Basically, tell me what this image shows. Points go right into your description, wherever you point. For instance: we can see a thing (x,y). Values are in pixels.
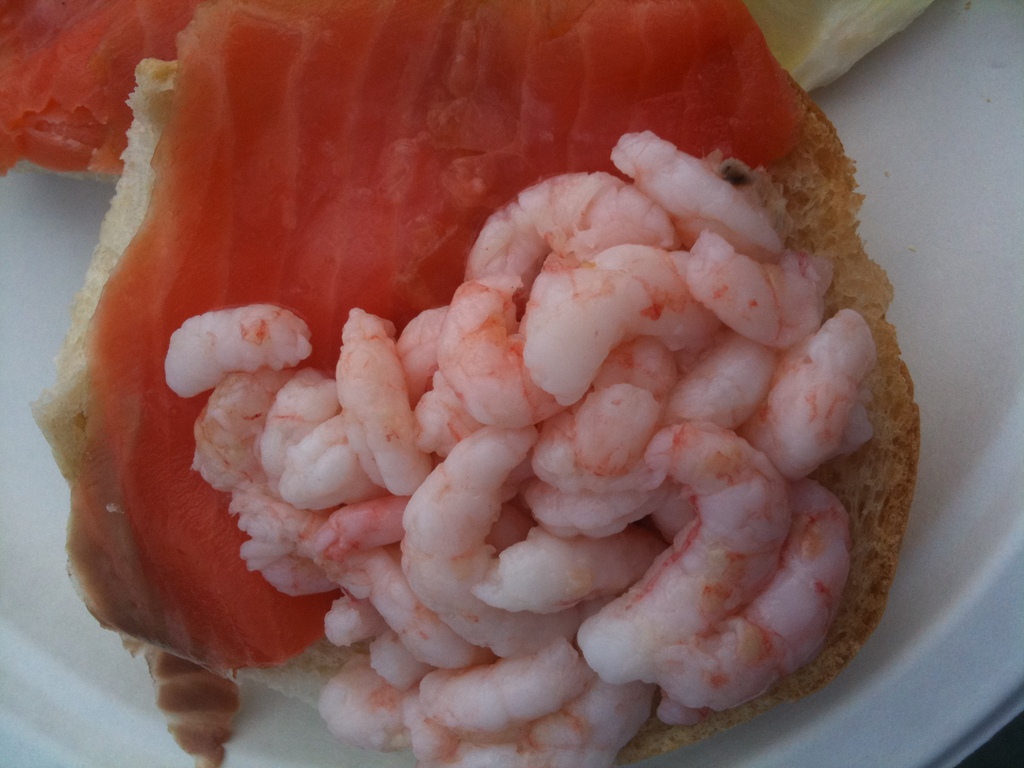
In this picture we can see there are some food items (493,191) on a white object (987,229).
